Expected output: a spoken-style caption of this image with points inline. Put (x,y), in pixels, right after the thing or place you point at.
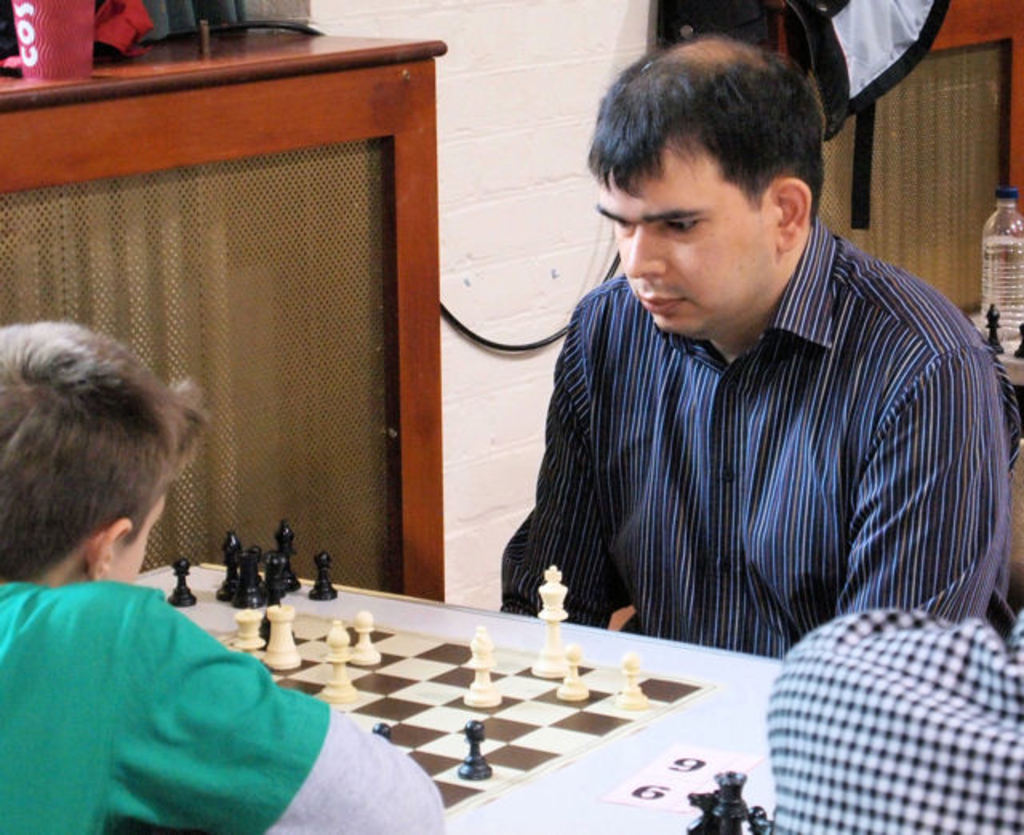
In this image we can see three people (924,638). In front of them, there is a white table (614,764). On the table (614,787), we can see chess board (499,720). In the background of the image (369,359) we can see furniture (359,139), bottle (1012,275), glass (30,29), wire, cloth (889,47) and white color wall (462,285).
